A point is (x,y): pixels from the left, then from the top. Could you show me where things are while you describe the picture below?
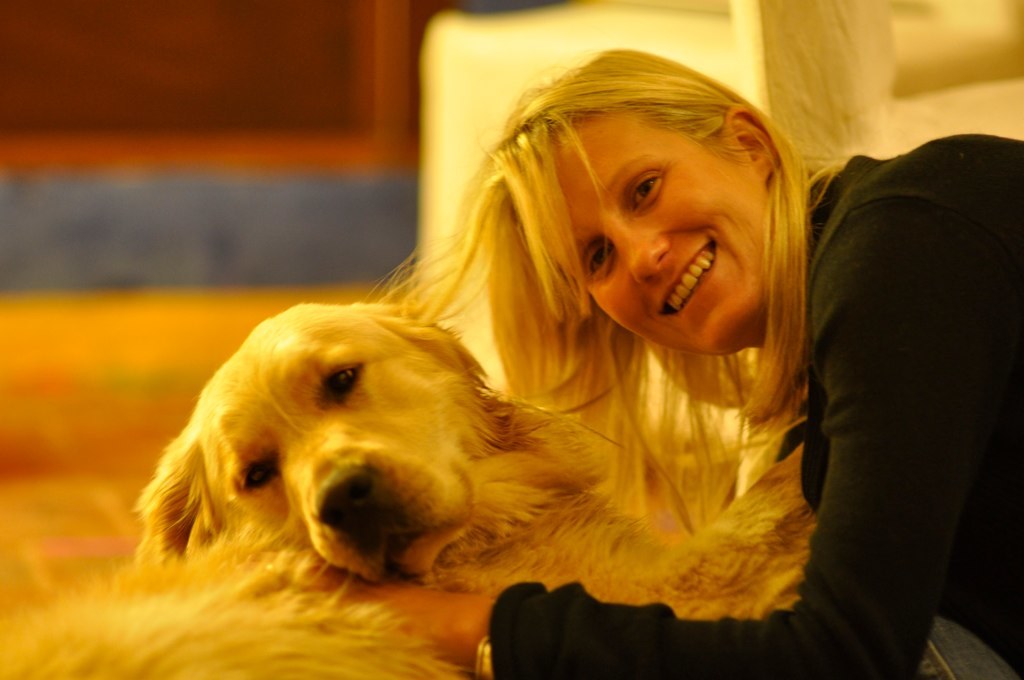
In this picture we can see a woman (714,356) and holding a beautiful smile (678,313) on her face (629,272). Here we can see a dog (351,452).
